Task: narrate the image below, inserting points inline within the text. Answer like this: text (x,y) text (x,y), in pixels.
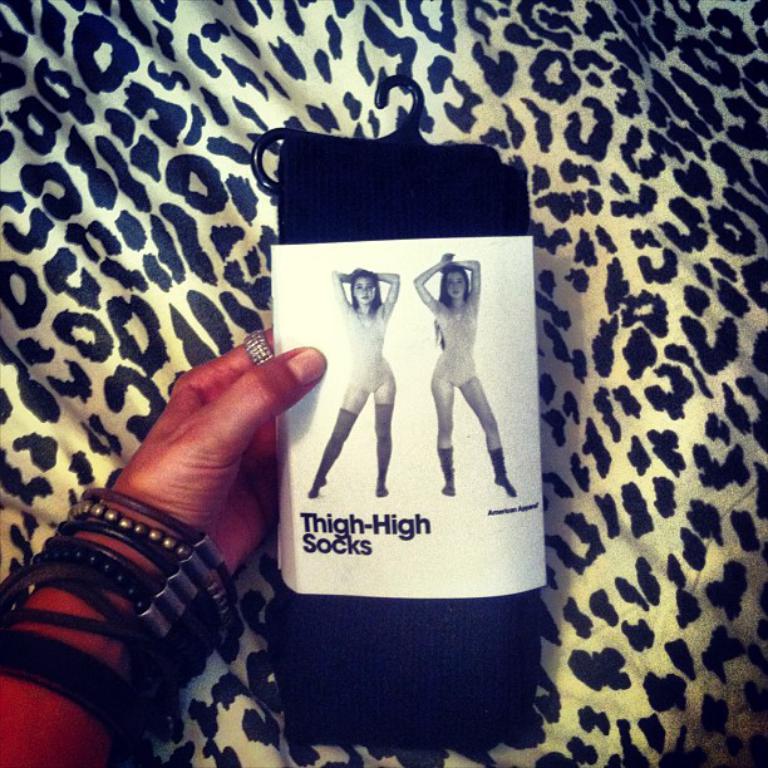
In the center of the image (380,263) we can see socks (355,439) and persons hand (57,598).
